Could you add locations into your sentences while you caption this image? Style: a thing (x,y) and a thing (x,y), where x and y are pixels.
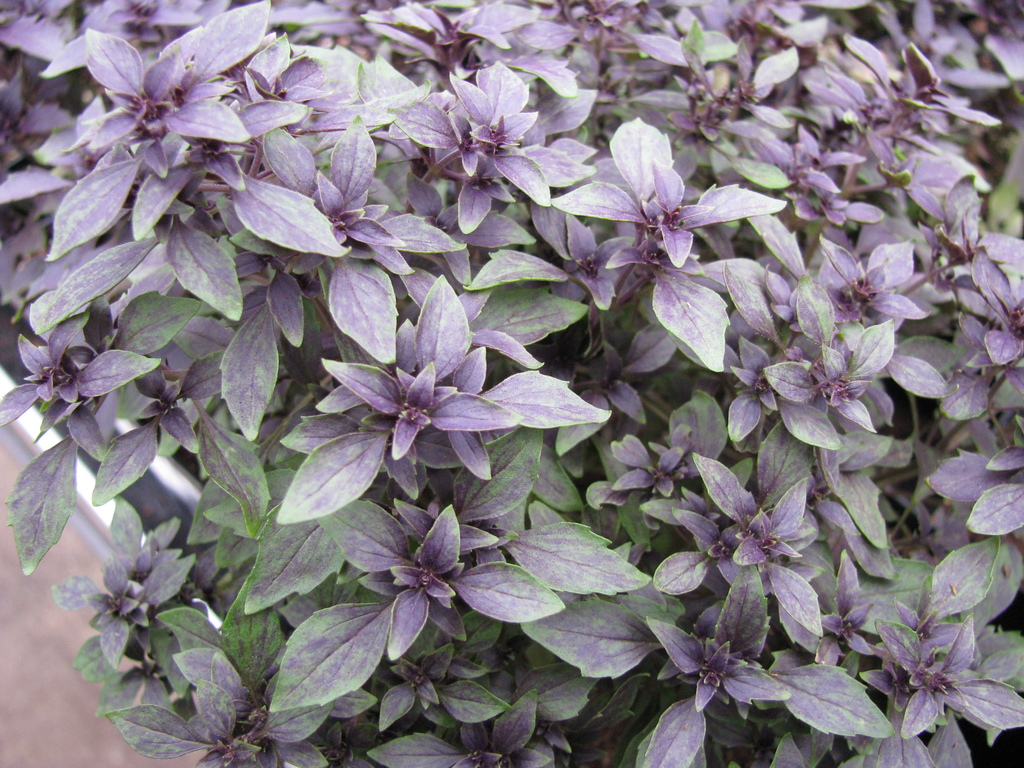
In this image we can see leaves (515,383).
